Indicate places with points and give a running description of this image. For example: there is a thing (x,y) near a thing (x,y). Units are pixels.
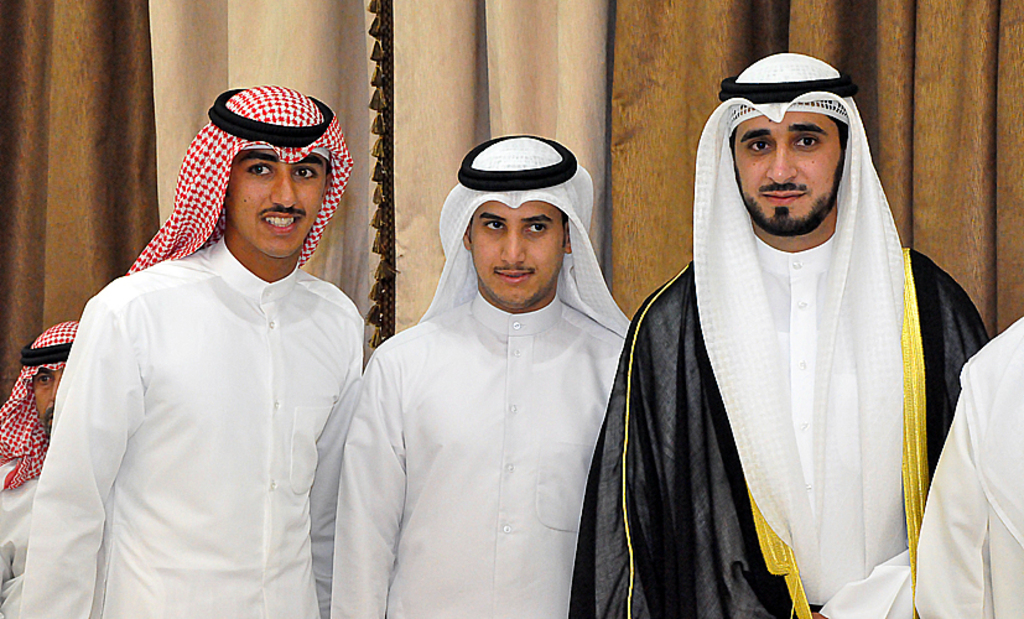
In this image we can see a few people (406,352), behind them we can see the curtains (987,142).
